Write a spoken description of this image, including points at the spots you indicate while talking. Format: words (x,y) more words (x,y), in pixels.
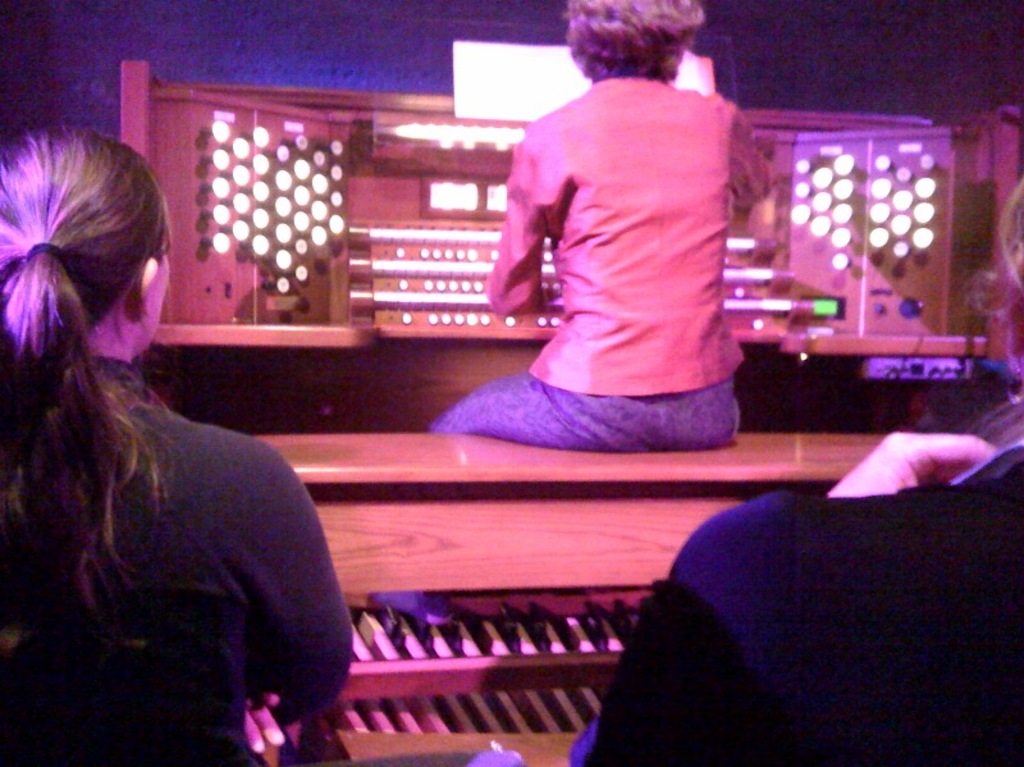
Here in the front (937,457) we can see couple of women (280,544) sitting on chairs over there and in front of them we can see a bench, on which we can see another woman (599,207) sitting and in front of her also we can see an electrical equipment (363,317) present over there.
